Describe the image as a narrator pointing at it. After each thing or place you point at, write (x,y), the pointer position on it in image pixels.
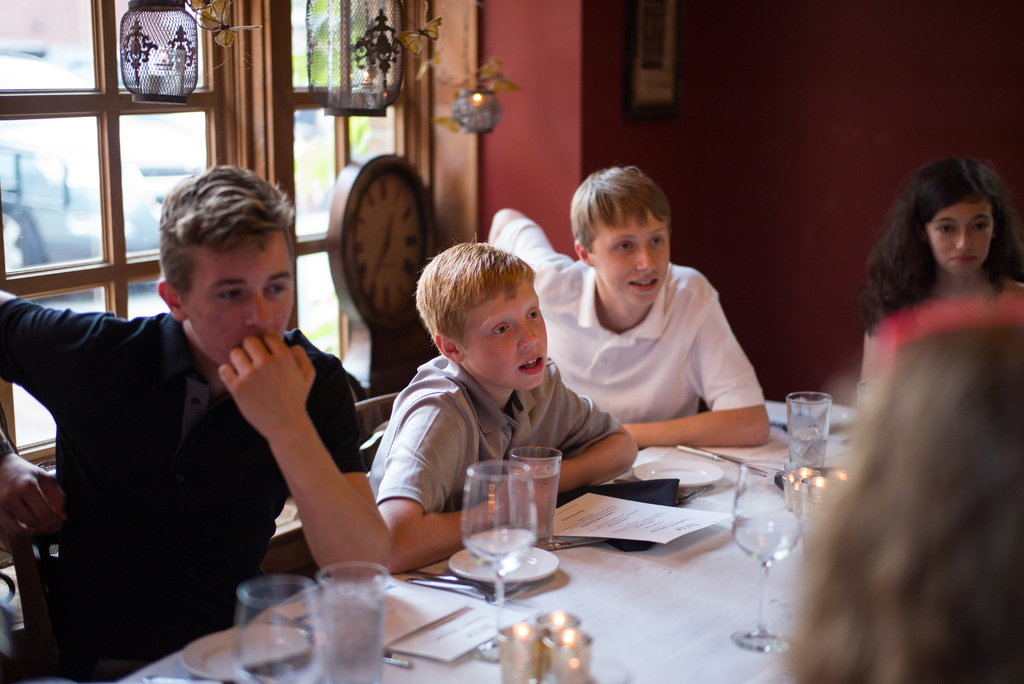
In this image I see a 3 boys (272,516) and a woman (969,161) who are sitting on the chairs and there is a table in front (347,657) and there are glasses (360,657), papers (402,593) and few things (640,467) on it. In the background (18,1) I see the window (18,1) and the decoration (444,121).
